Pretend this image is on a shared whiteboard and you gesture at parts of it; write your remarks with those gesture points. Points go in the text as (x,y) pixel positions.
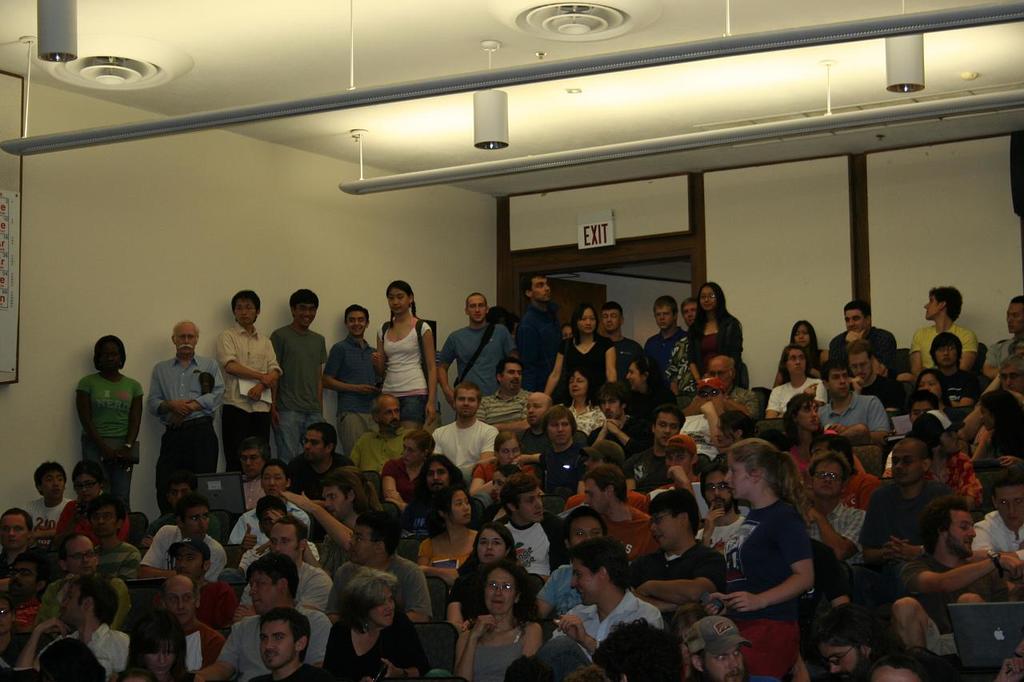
This image is clicked inside the hall (460,256). In this image we can see that there are so many people (497,517) who are sitting in the chairs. While some people (443,391) are standing beside them. At the top (259,71) there is ceiling (304,71) with the lights (299,113). In the background (589,272) there is a door (584,280). Above the door (579,275) there is an exit board (591,228). On the left side (15,239) there is a board (12,214).
